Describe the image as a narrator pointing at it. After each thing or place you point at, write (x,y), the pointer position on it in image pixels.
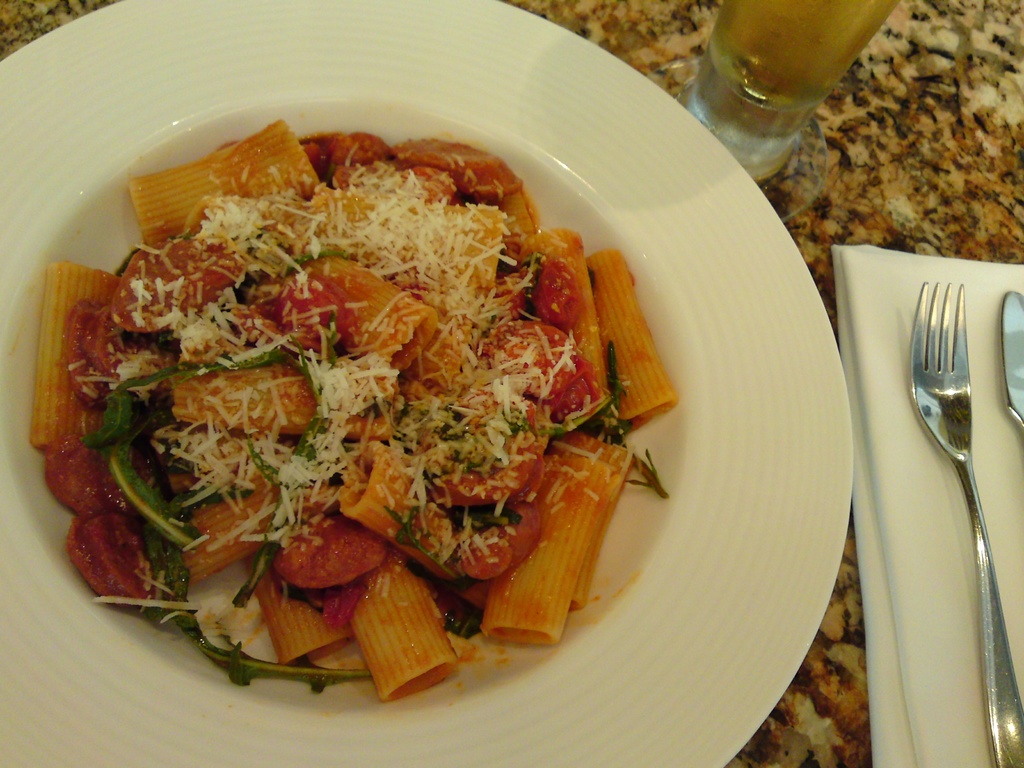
In the center of the image (660,390) there is a food item (300,582) in a plate (616,587). To the right side of the image (906,514) there is a fork (931,350) knife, tissue (941,533). There is a glass (761,121) on the table (784,744).
